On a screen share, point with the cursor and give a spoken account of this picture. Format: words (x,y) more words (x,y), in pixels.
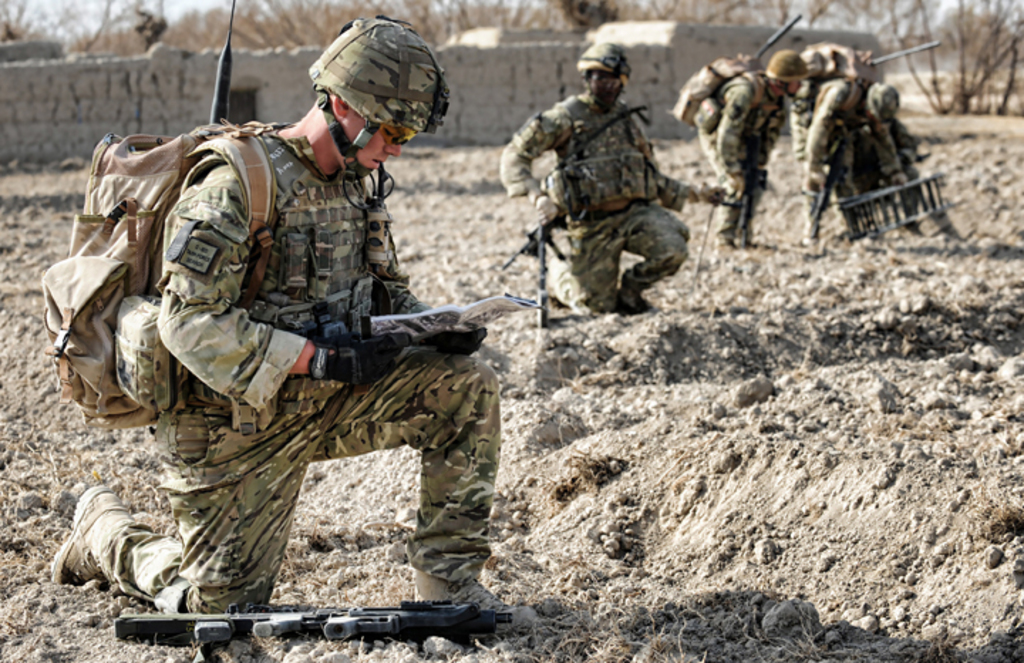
In this image we can see a group of people (362,260) kneeling on the ground (528,505) wearing military uniforms (315,294). one person (296,210) is wearing a helmet (386,83) and carrying a bag (94,339) is holding a paper (420,325) in his hand (380,355). In the foreground (203,624) we can see a gun (343,616) placed on the ground (591,615). In the background (1004,95), we can see a wall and group of trees (965,90).
